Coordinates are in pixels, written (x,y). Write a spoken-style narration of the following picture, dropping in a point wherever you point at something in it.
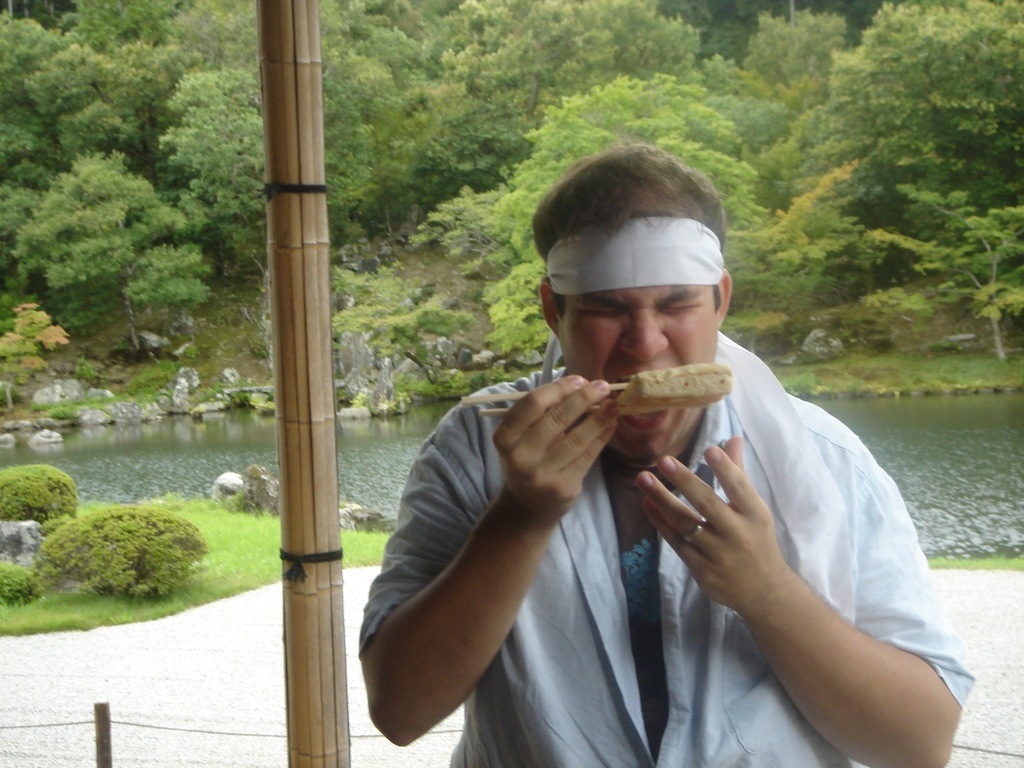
In the center of the image (512,428) there is a person (376,673) eating food item (678,395) with chopsticks (467,399). In the background of the image (569,104) there are trees (386,63). There is water (895,417).
